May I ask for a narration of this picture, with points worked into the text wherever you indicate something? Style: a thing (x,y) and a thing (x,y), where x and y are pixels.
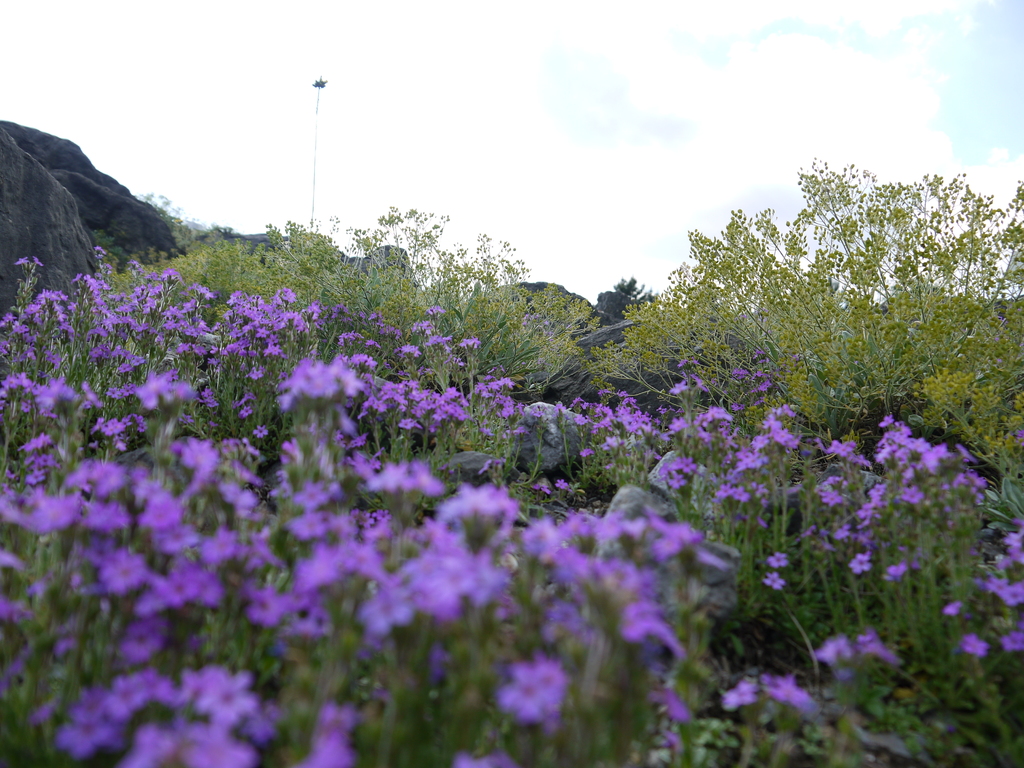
In this image in front (11,566) there are plants (468,420) and flowers (451,396). In the background of the image (42,144) there are rocks (42,144) and sky (587,136).
